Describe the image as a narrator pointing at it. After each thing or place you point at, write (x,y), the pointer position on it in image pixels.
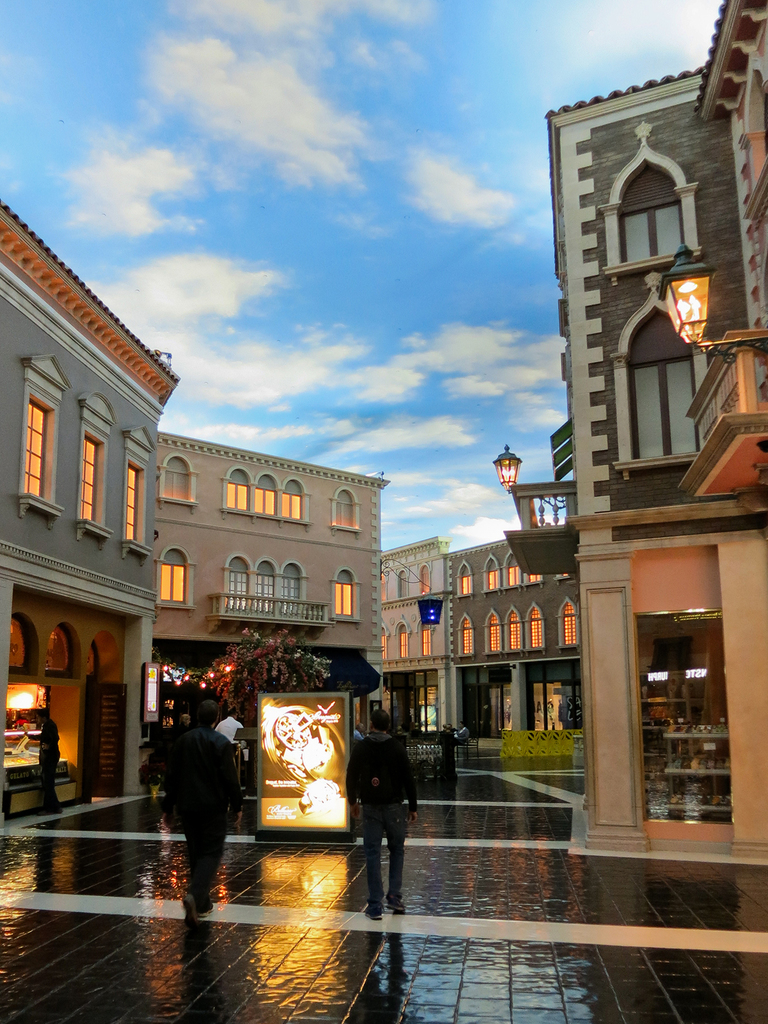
In this image, I can see the buildings (478,573) with the windows (513,628) and lights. There are two people (229,798) walking and few people (238,722) standing. This looks like a tree (249,698). At the top of the image (190,309), I can see the clouds (444,330) in the sky (451,112). On the right side of the image (708,319), these look like the lamps (694,323).
